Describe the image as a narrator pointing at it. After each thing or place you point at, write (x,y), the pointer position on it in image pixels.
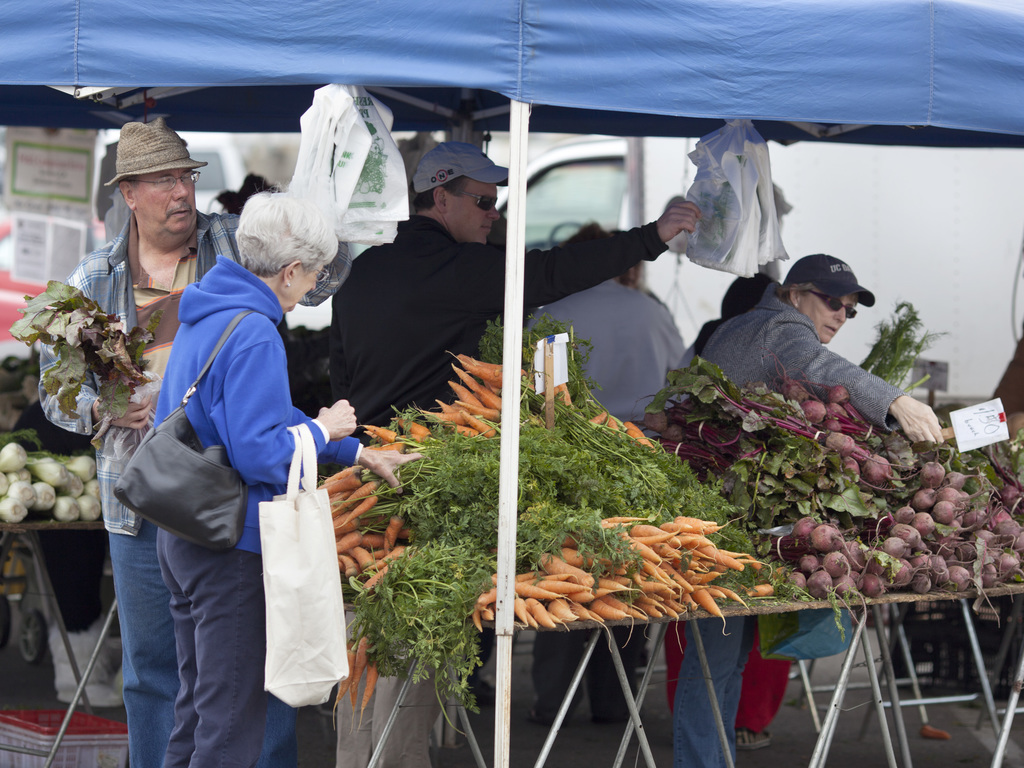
In this picture there is a old woman (196,606) wearing a blue color top (270,465) and holding the white cover (315,599), taking the vegetables (441,483). Beside there is a old man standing and looking her. Behind there are some persons (783,338) who are taking the vegetable (766,418). In the background (825,183) there is a white color van (656,195). On the front (436,555) bottom side there is a table (521,548) full with carrots (632,539) and beetroots (946,492).
